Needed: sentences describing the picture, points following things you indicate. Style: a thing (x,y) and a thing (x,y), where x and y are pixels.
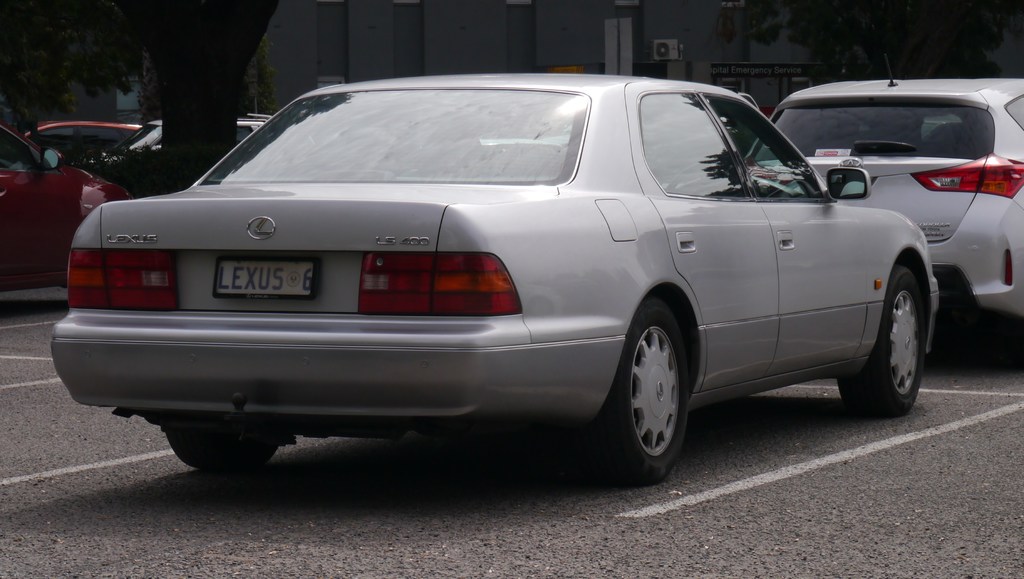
This picture is clicked outside. In the center (638,293) we can see many number of cars (376,213) parked on the road (797,475). In the background (376,35) there is a tree (209,76) and a building (764,59).
